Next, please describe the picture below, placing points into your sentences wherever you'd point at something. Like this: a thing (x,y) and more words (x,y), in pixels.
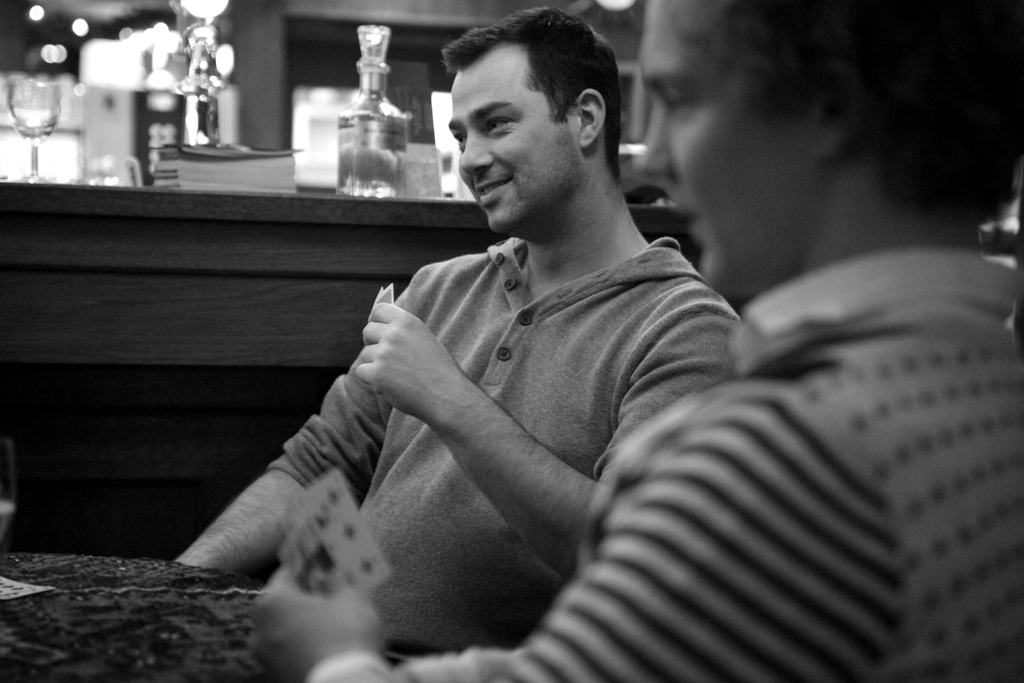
A black and white picture. These persons (453,538) are sitting and holding a cards (336,505). On this table (207,634) there is a card (20,588). On this table (232,219) there is a bottle (344,182), book (237,173) and glass (32,135).
